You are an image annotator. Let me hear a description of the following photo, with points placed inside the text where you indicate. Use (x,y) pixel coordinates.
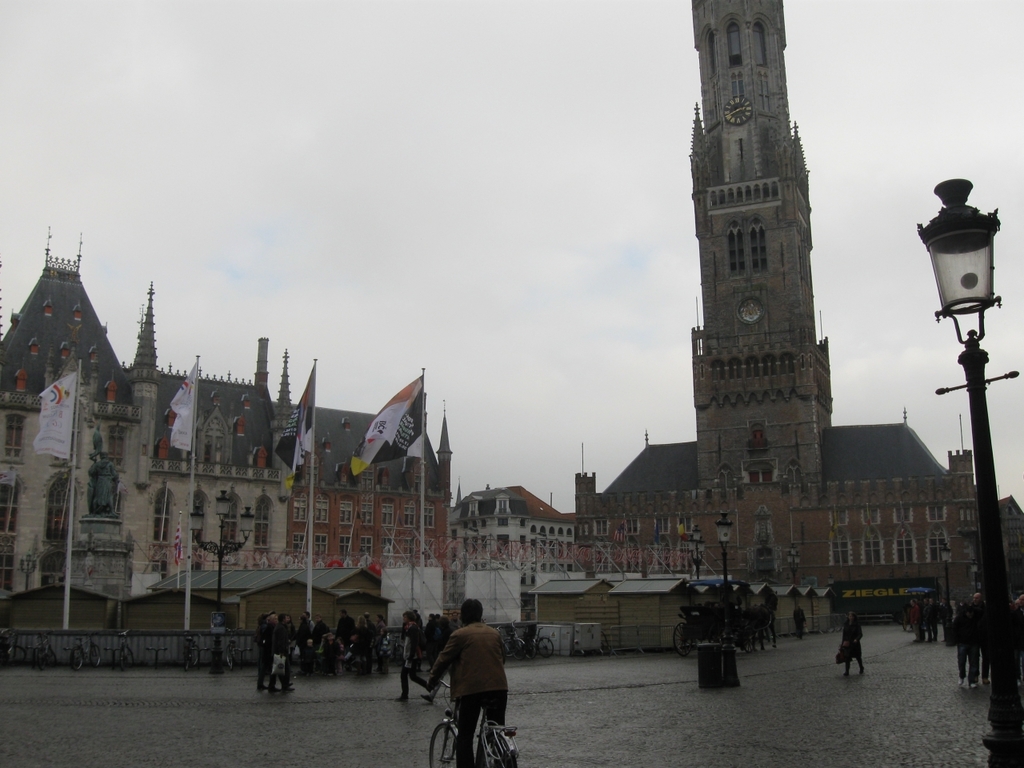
In this image I can see a tower (768,342), building (127,458) and few flags (287,462) on the ground (540,707). I can also see there are few people (503,694) among them some are walking on the road (940,661) and a man (466,692) is cycling.
